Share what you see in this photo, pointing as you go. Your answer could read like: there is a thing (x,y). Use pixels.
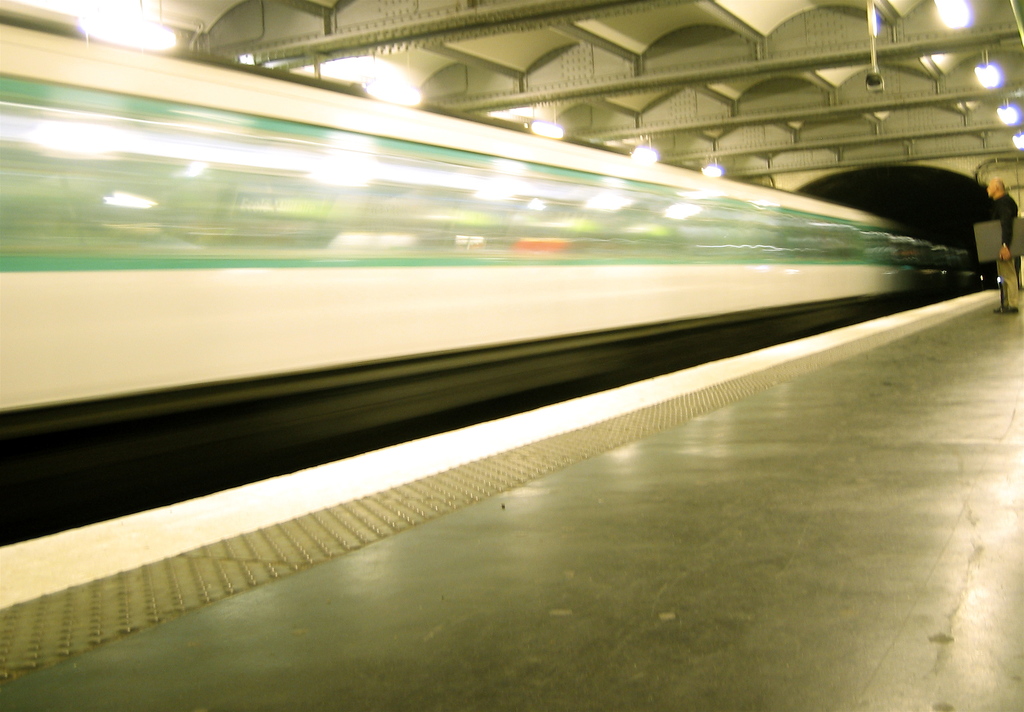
In this image on the right side (1001,256) there is a man (1002,269) standing and holding an object (998,242) which is grey in colour. On the top (1003,125) there are lights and the image on the left side (14,376) is blurry.
